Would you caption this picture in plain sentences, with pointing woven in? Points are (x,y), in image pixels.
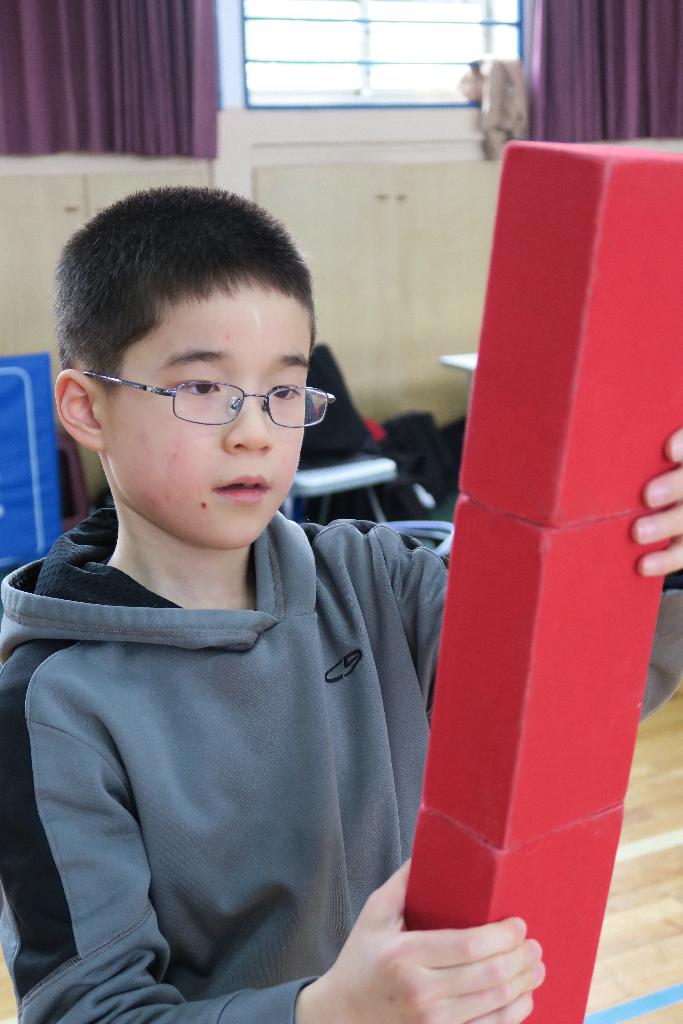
In this image there is a boy (196,584) looking at the red colour blocks (563,615) which are in front of him. The boy (297,824) is holding the red colour blocks (527,796). In the background (131,44) there are curtains (595,62) on either side of the window (355,38). There is a chair (331,493) behind the boy (240,508).
